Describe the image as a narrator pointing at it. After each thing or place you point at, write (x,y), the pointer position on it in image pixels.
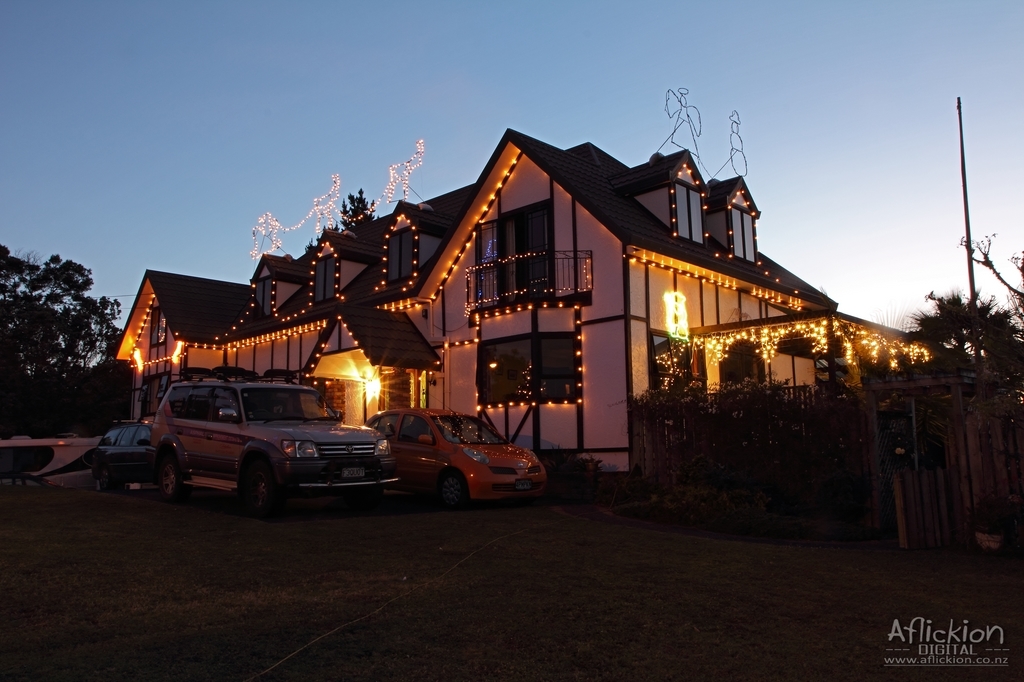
In the image we can see there are cars (464,478) parked on the ground (298,510) and there is a building (345,413) which is decorated with lights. There are trees (98,316) and there is clear sky (311,202).
